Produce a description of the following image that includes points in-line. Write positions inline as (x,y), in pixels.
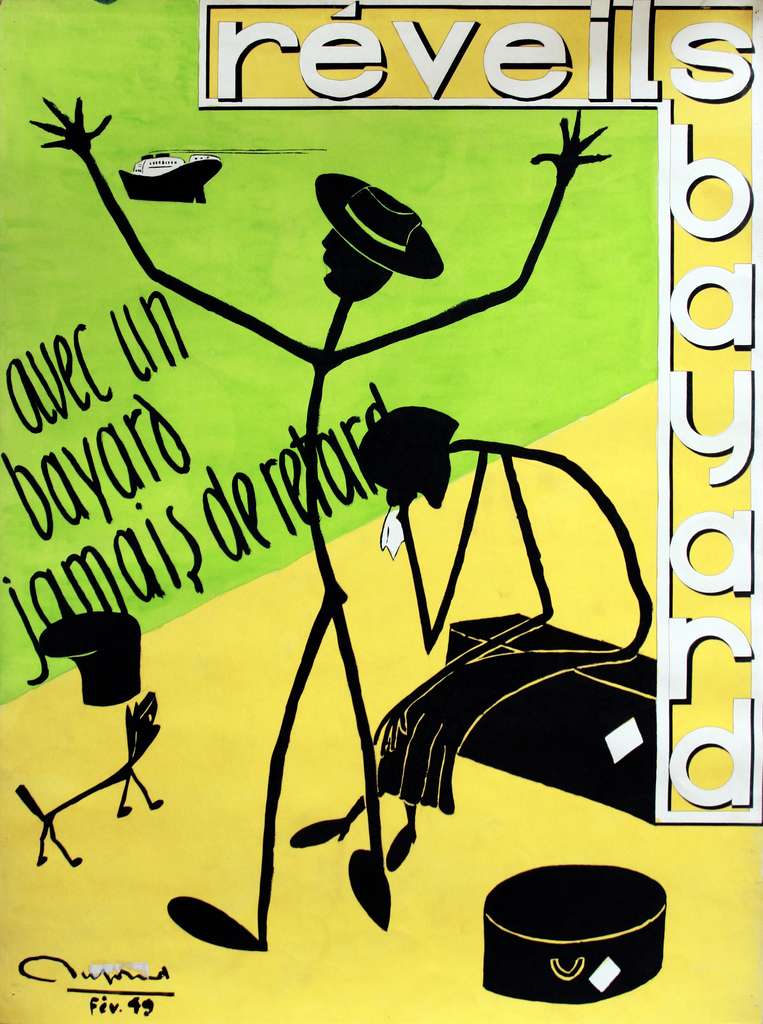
This image consists of a poster (396,585). On this poster (124,501), I can see some text (130,532) and cartoon images (380,275).
